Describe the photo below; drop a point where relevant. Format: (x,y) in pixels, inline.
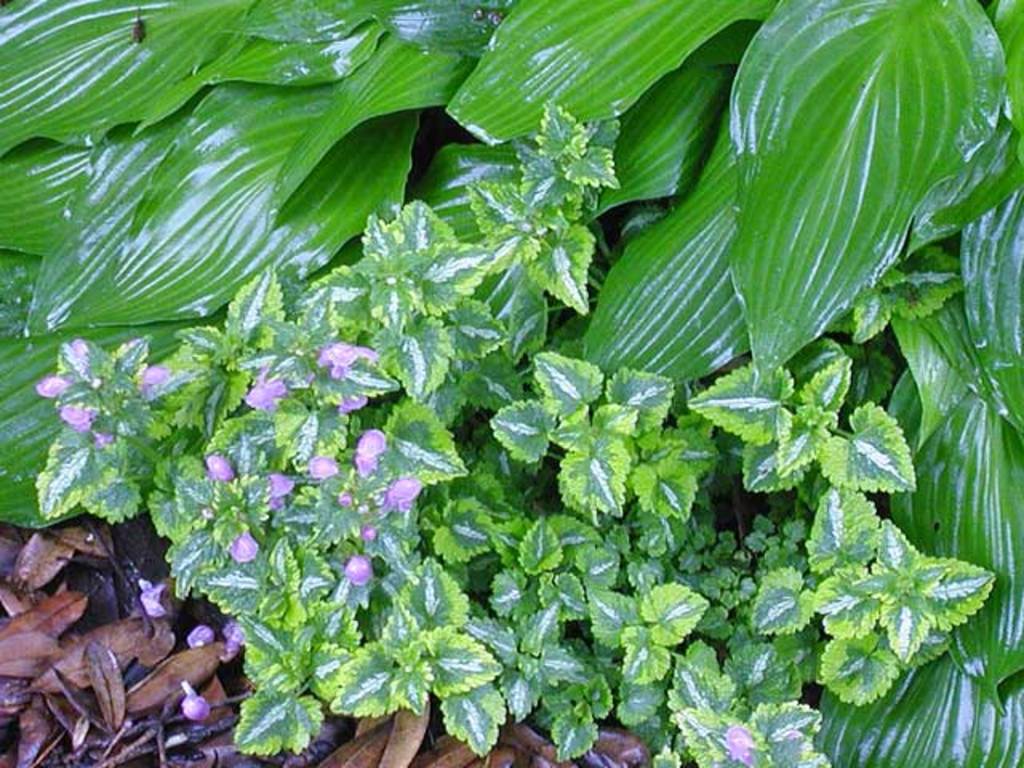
In this picture we can see plants (554,323), leaves (739,155) and flowers (354,355).
